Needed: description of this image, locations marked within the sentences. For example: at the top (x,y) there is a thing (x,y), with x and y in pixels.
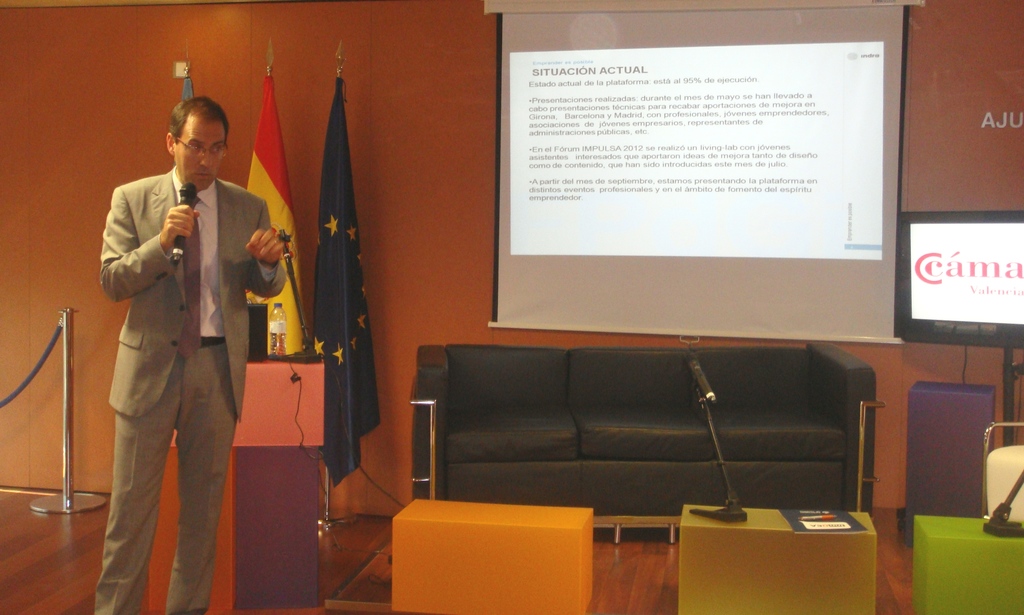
This picture shows a man (169,348) standing and holding a microphone (174,249) in his hand (164,240) in the background (67,510) we can see a metal rod (71,484), flags (325,313), water bottle (279,313), sofa (579,363) and projector screen (700,188).
